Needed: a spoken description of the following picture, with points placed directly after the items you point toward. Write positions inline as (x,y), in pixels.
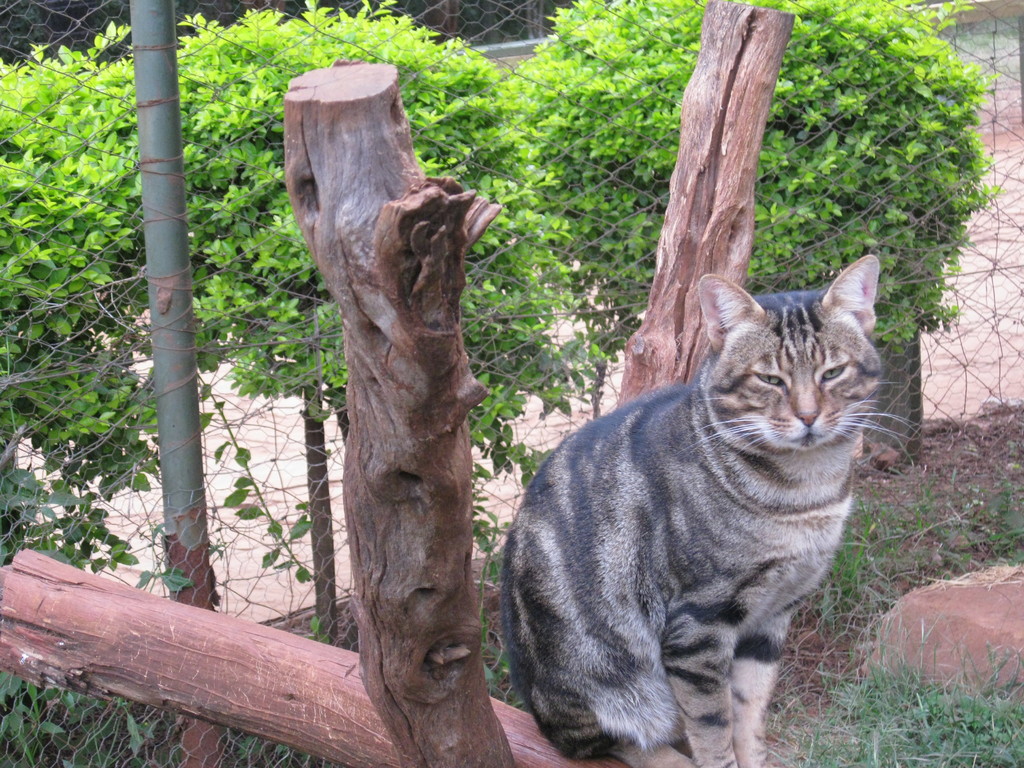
In this picture we can see a cat (725,765) sitting on a log (382,751). Here we can see fencing (474,160) and small trees (490,297).
